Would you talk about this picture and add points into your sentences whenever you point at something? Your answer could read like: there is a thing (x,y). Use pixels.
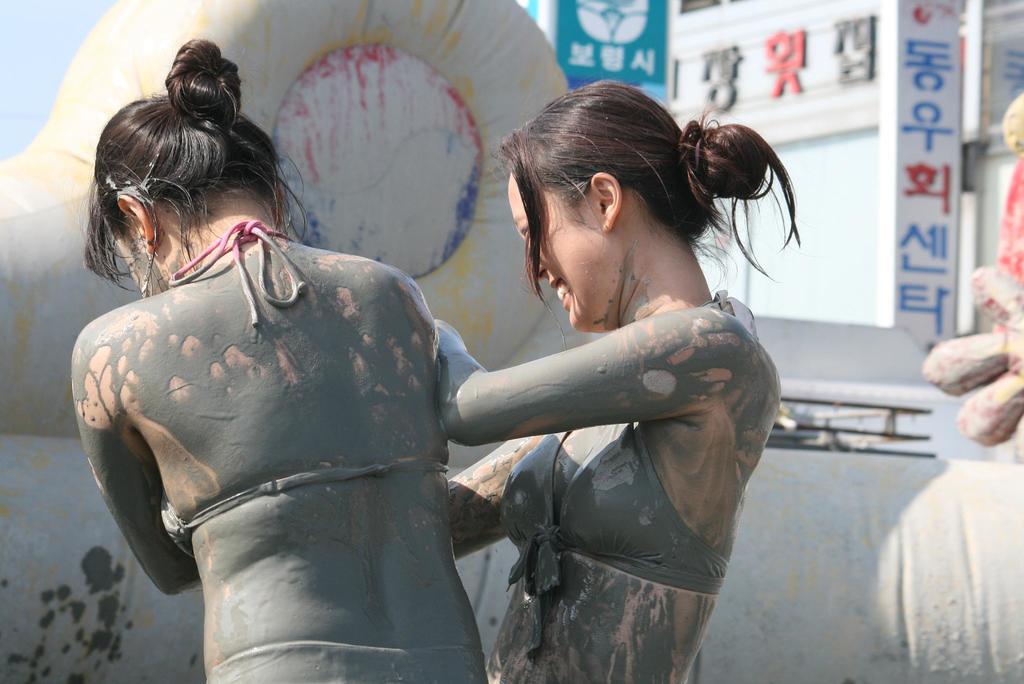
In this image we can see two persons (392,428). In the background of the image (958,100) there is a wall (968,106), name board (911,137) and some other objects (1003,363).
